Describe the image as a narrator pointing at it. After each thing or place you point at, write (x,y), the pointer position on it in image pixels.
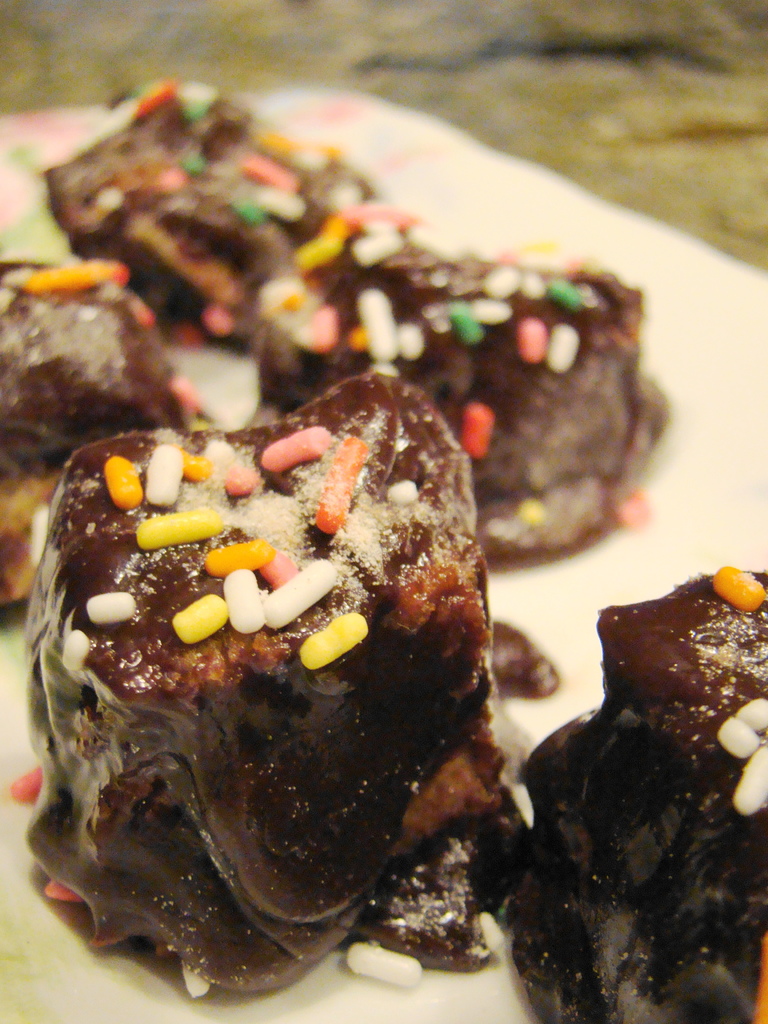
In this picture I can see the food (417,672) in a plate (745,297).
